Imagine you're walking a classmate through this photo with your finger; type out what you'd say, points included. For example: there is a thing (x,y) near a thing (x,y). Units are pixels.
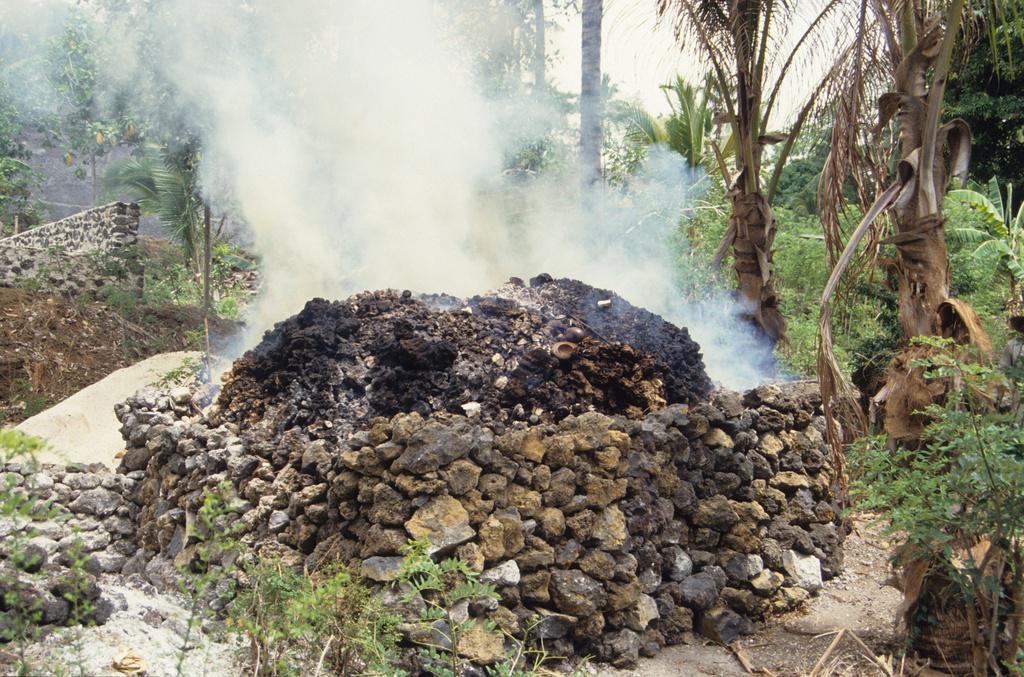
In the foreground (605,459) I can see a stone fence (648,483), grass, plants (893,466) and trees (163,121). At the top (607,18) I can see the sky (779,6). This image is taken during a day.
